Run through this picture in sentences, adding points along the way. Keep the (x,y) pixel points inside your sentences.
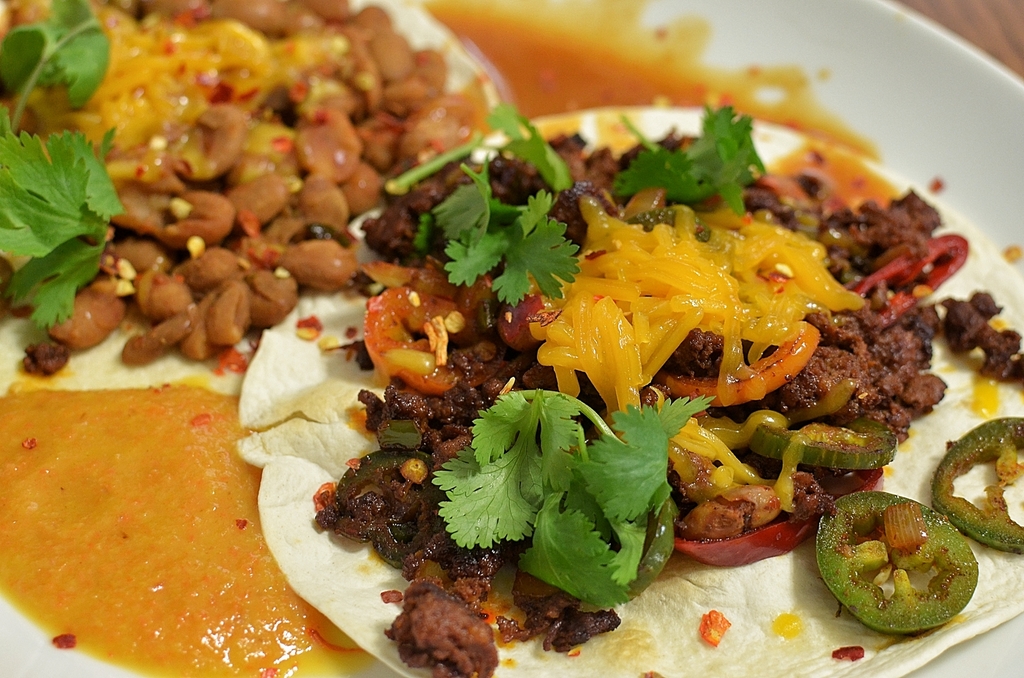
In the image in the center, we can see one table (1022,41). On the table (981,28), there is a plate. In the plate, we can see some food items (706,372).
